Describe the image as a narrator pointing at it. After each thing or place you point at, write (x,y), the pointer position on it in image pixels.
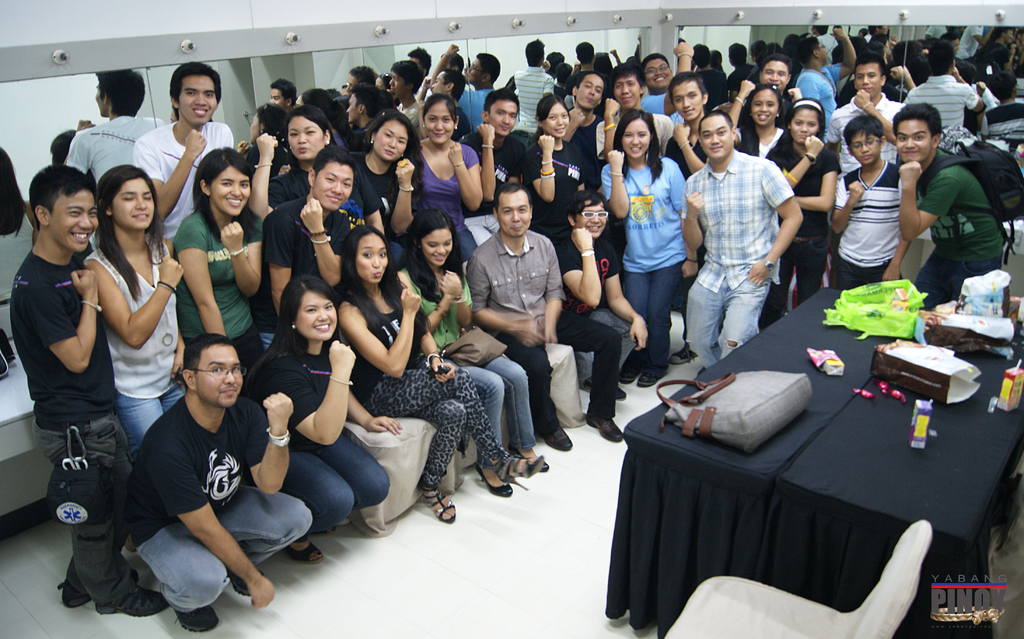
A group of people (184,346) are posing to camera. Of them some are sitting in the front (242,449) and some are standing behind. They are showing their wrist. There is a table (926,481) with some items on it.
